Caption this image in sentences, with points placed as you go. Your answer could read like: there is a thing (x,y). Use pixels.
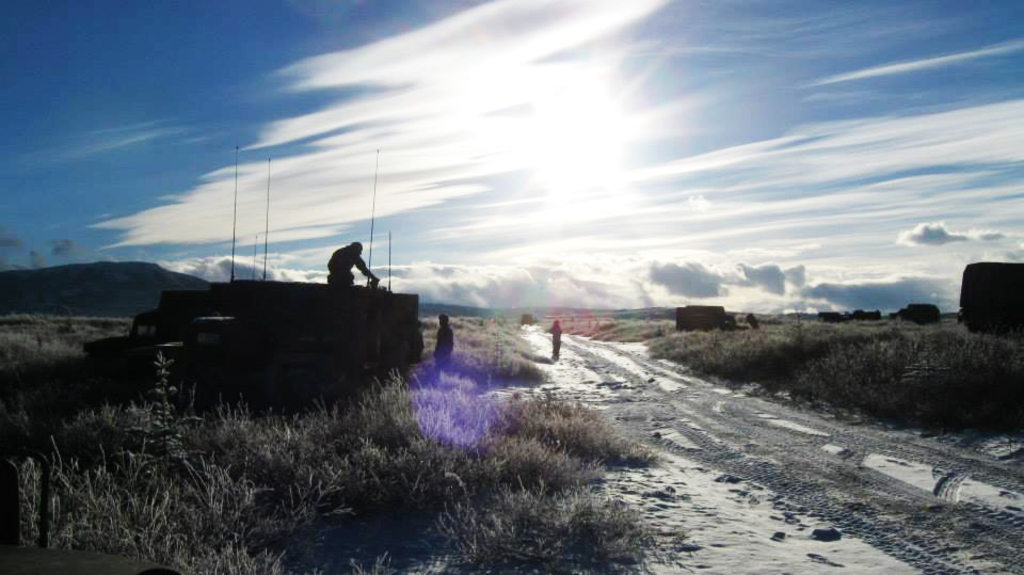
In this image there is a way (654,389) on the right side (705,461). On the left side (214,489) there is grass (351,473). Beside the grass (352,447) there is a truck (291,323). On the truck (332,288) there is a person (347,273). At the top (613,150) there is the sky (616,124). On the way (701,401) there is a person (555,336).
